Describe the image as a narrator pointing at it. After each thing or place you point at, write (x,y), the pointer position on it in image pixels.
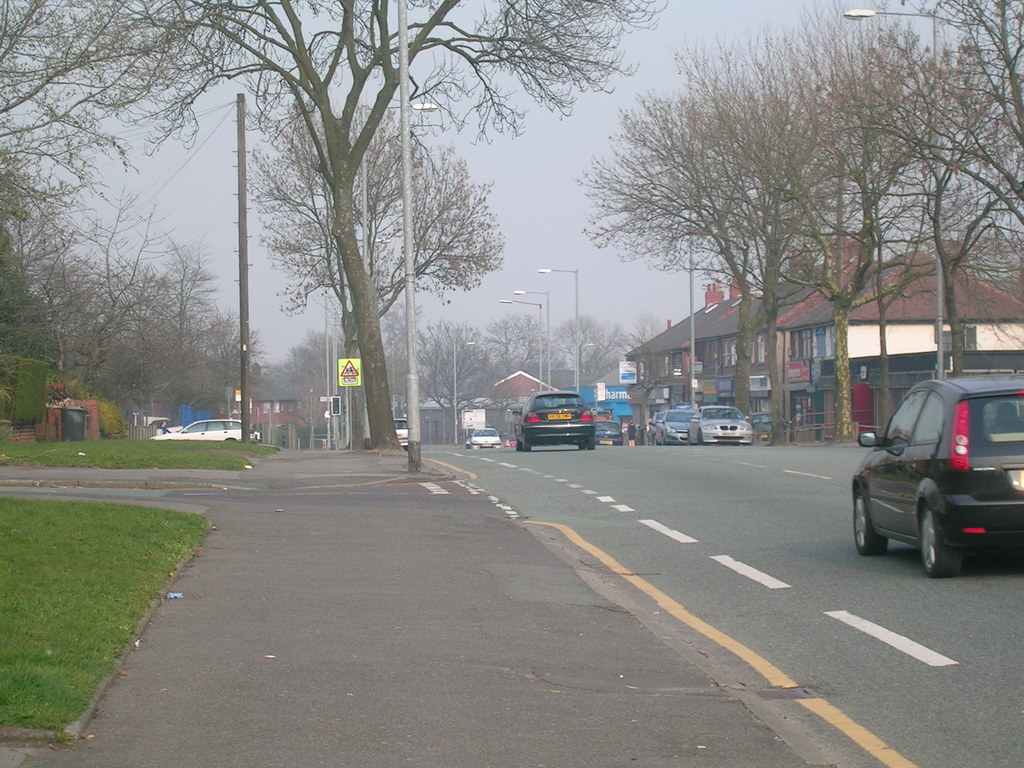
In the picture we can see a road (987,609) on it we can see some vehicles (993,539) and beside it we can see some poles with lights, trees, and houses (720,358) and on the other side we can see some poles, trees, grass surface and in the background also we can see trees (609,358) and sky (628,264).
